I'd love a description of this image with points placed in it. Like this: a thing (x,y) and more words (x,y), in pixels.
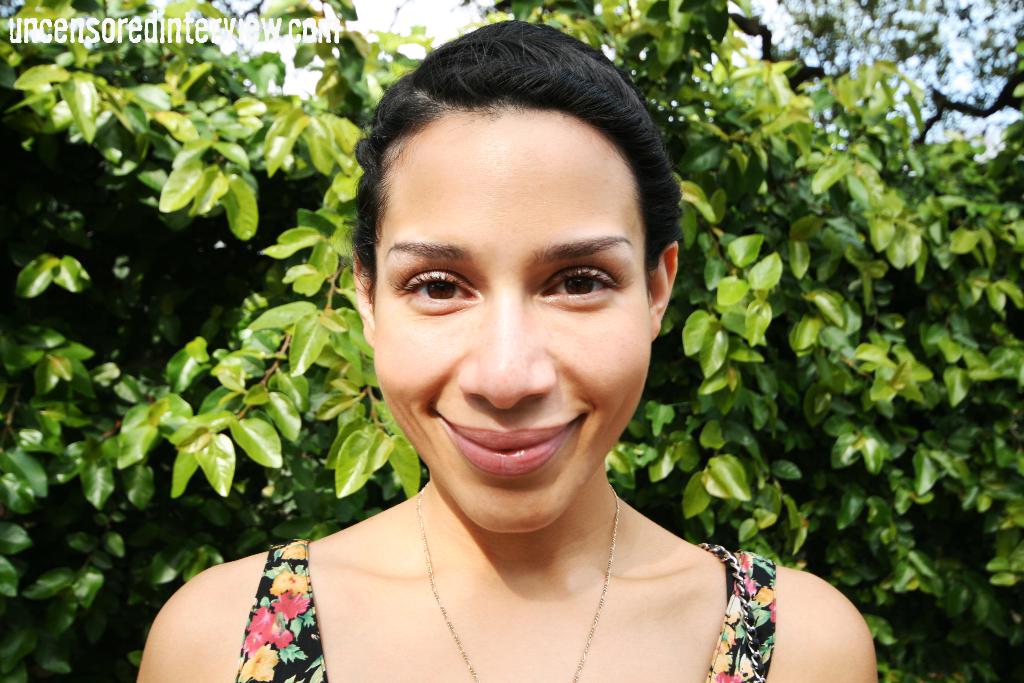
In the middle of this image (479,339), there is a woman (526,293), smiling. On the top left (11,42), there is a watermark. In the background (135,173), there are trees (987,243) and there are clouds (963,76) in the blue sky (973,90).
